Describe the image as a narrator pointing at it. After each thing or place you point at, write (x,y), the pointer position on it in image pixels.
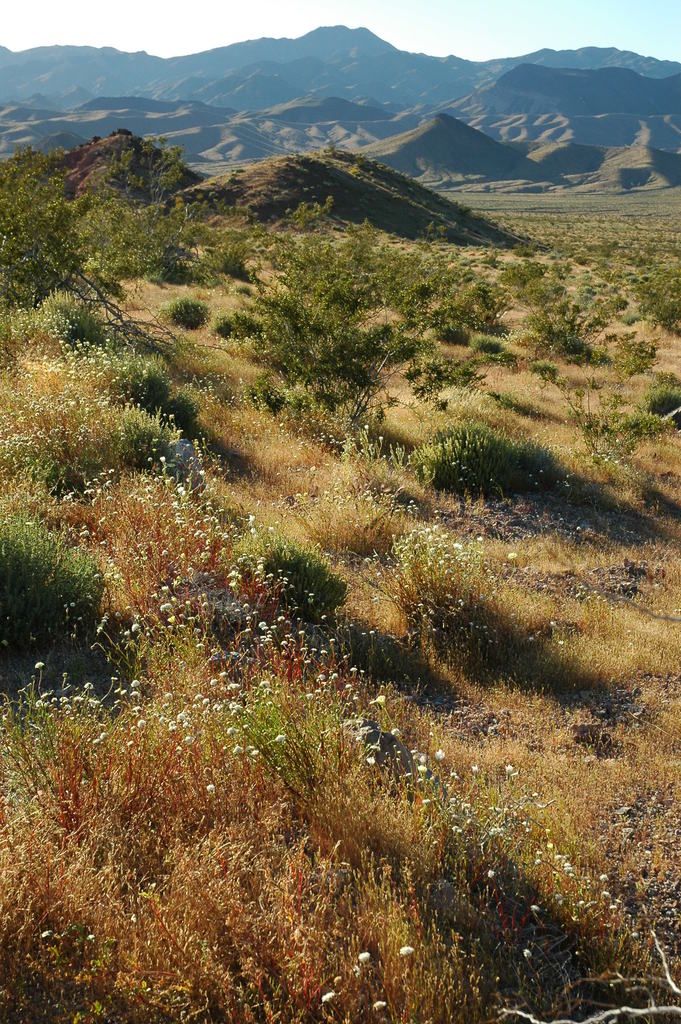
This image is taken outdoors. At the top of the image (168,33) there is the sky (228,24). In the background (368,103) there are many hills (374,129). At the bottom of the image (376,917) there is a ground (512,638) with grass (542,561) on it. There are many plants (140,370) on the ground (404,244).
